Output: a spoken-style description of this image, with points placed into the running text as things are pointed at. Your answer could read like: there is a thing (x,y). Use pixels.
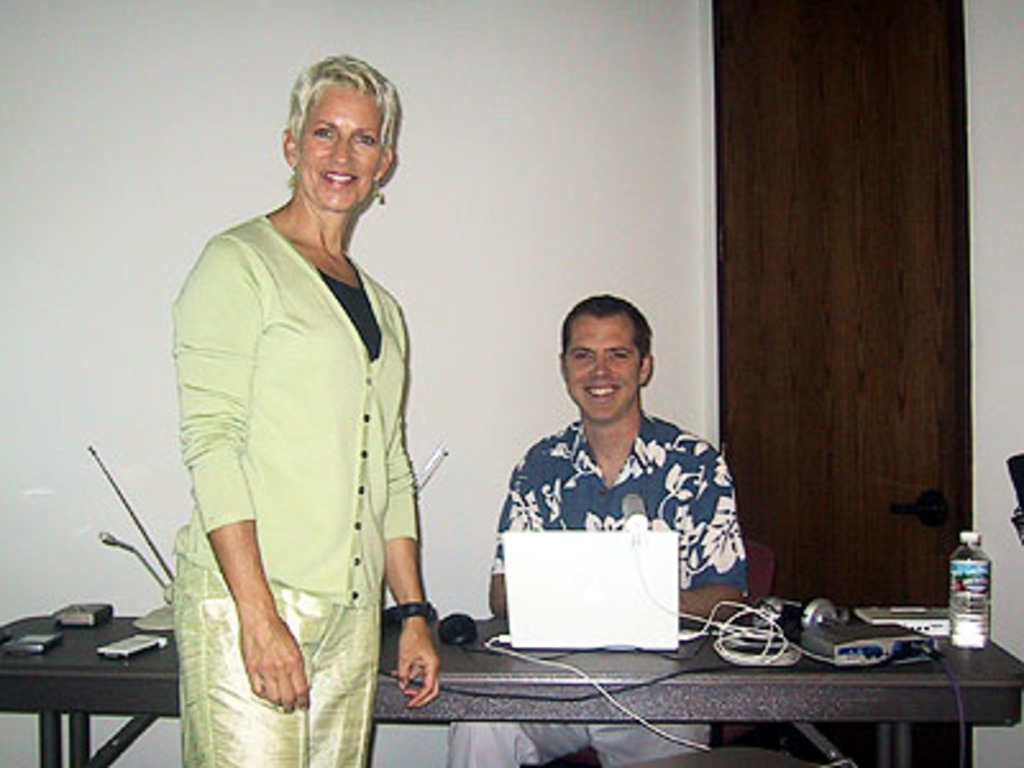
Here we can see two people (370,515) and the person (282,420) in the front (243,441) is standing and the other is sitting with a table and laptop (572,623) in front of him, there is a bottle (980,582) present on the table (969,655) and both are laughing.
